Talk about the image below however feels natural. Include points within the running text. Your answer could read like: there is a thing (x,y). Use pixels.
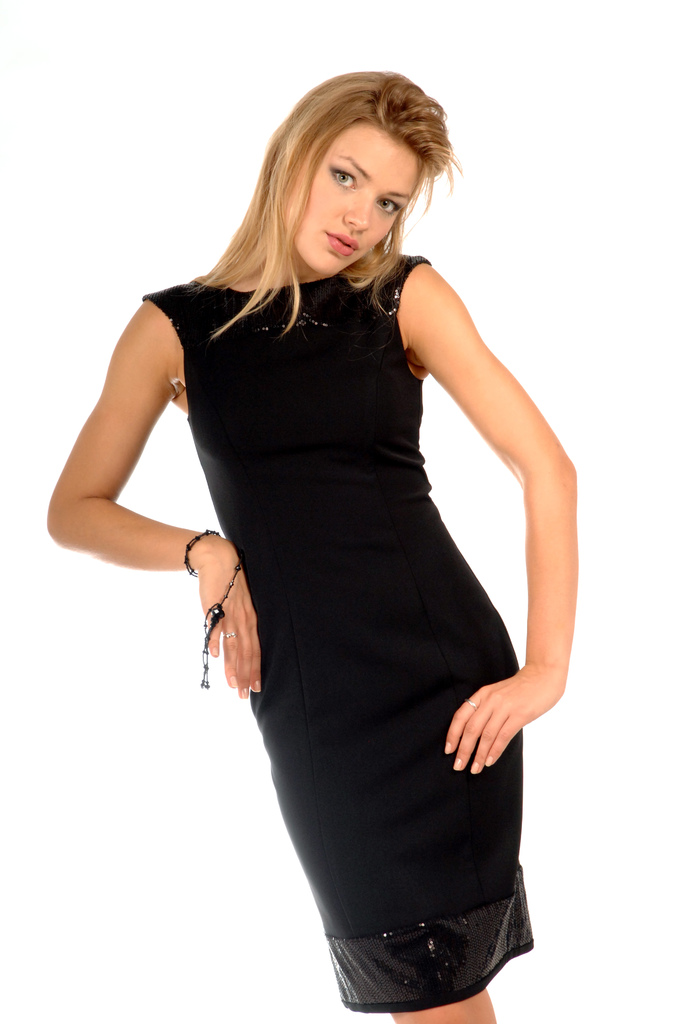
In the picture I can see a woman (291,471) wearing black color dress (268,616) standing.
